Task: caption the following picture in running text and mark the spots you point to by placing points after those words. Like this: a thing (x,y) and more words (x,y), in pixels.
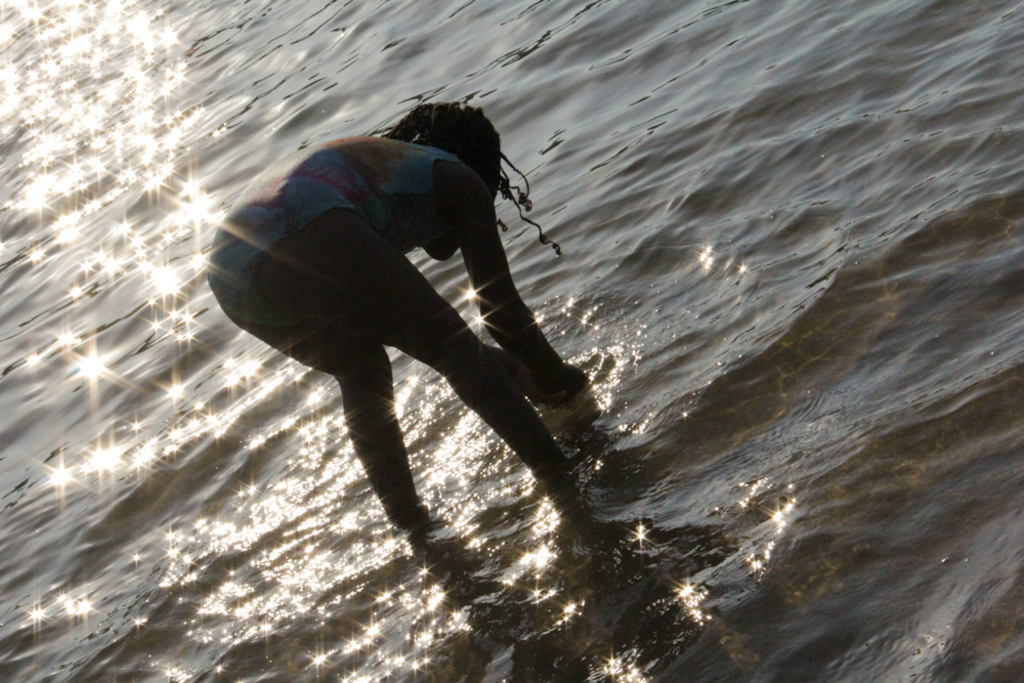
This picture is clicked outside. In the center (345,232) we can see a person (366,225) standing and bending forward and we can see a water body (391,65) and some other objects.
